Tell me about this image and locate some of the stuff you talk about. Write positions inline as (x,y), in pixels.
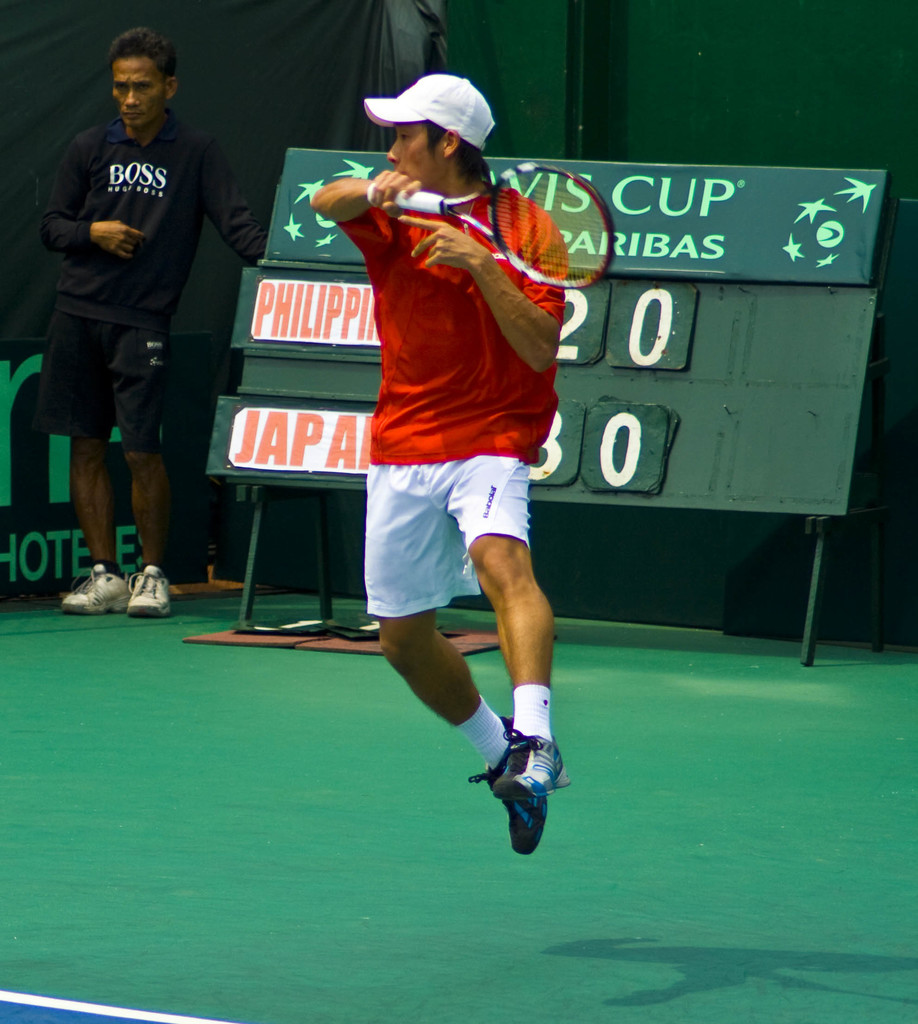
This picture shows man (468,169) playing tennis with racket (508,213) and we see a man (94,259) standing on the back (175,146).
